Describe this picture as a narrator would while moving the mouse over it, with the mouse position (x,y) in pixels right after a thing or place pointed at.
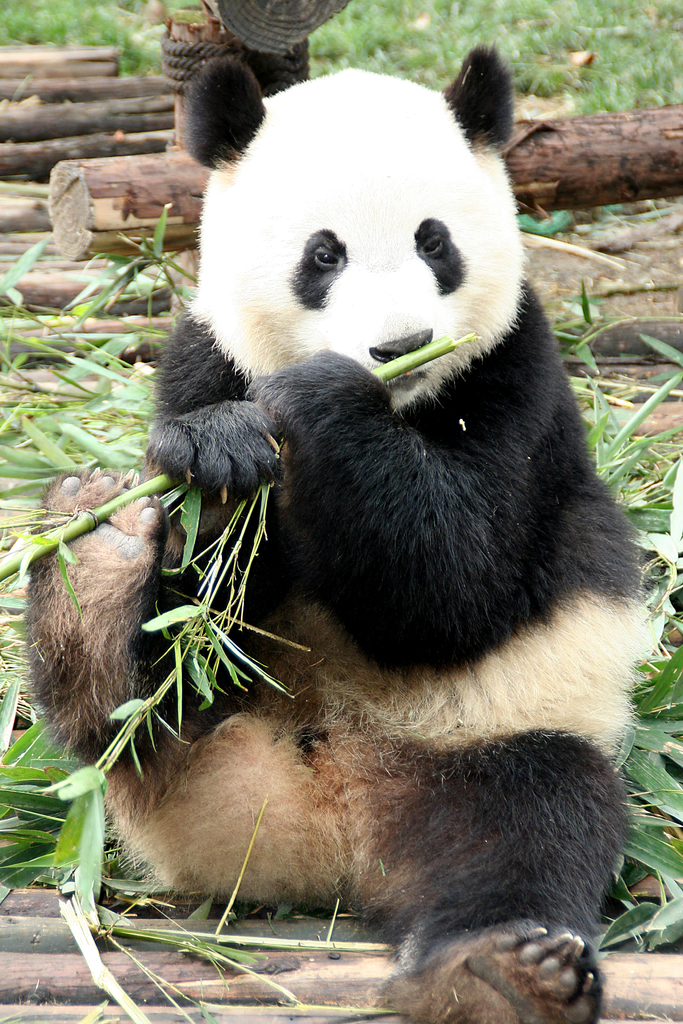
In the image we can see there is a panda (494,665) sitting on the ground (337,977) and the panda (293,677) is holding plant stem (9,570) in his hand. The panda (315,426) is sitting on the tree logs (62,275) and the ground (2,19) is covered with grass (415,46).
